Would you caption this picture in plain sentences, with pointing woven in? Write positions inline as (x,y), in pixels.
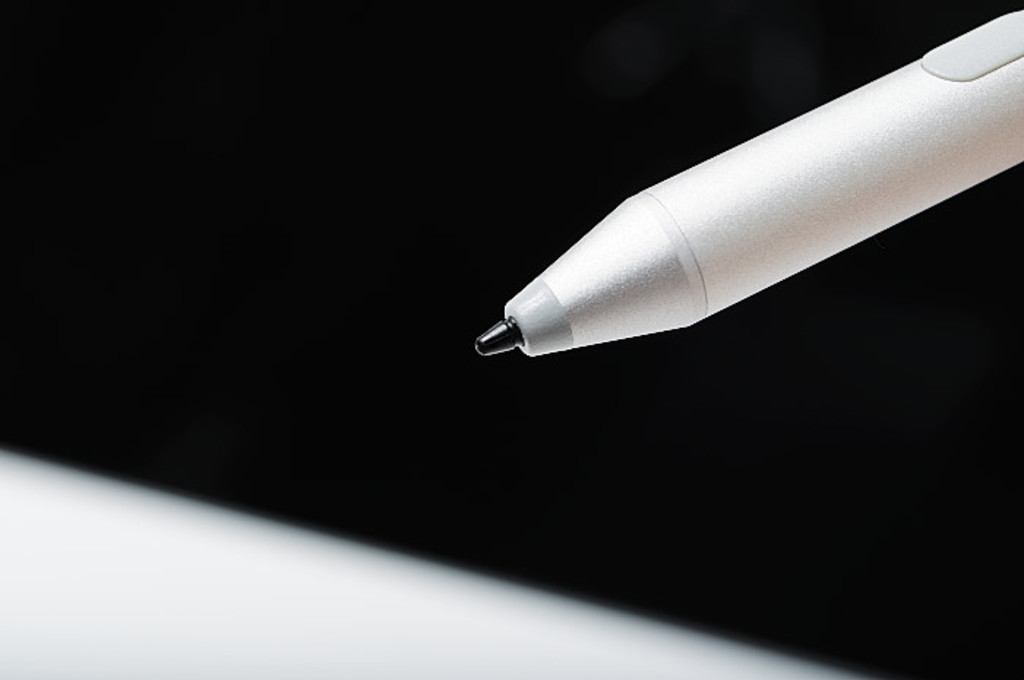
In this image the background (302,353) is dark. On the right side of the image (909,99) there is a pen (790,211) which is white in color.
